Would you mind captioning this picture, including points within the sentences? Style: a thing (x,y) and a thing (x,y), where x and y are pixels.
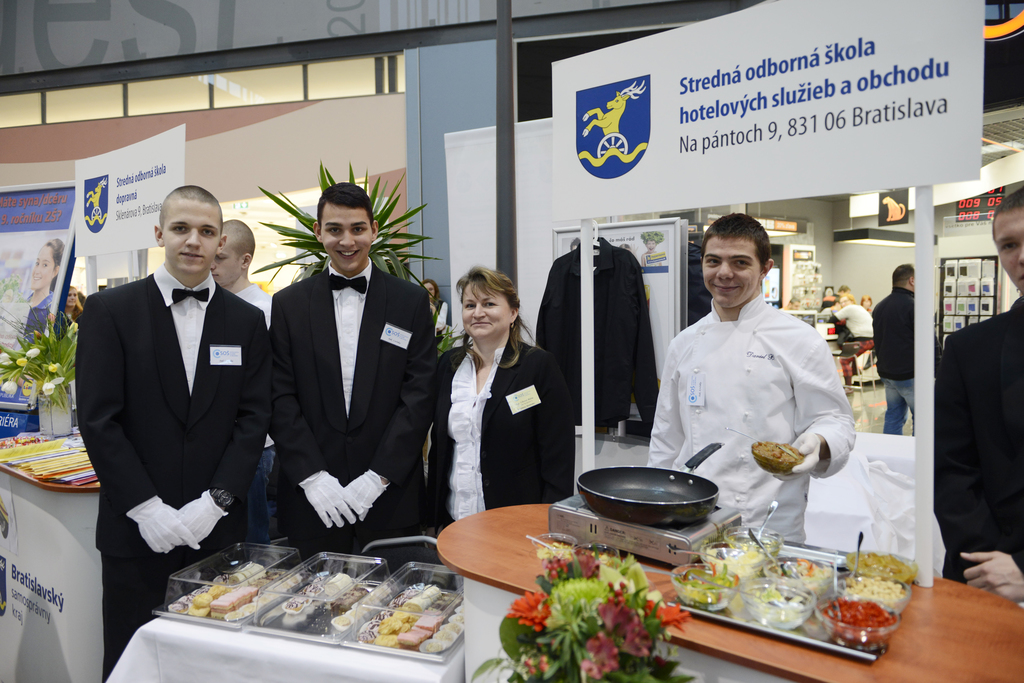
At the bottom of the image (576,604) there is a flower bouquet (576,604). Behind the bouquet (576,604) there is a table (848,675) with a tray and a stove (666,547). On the table (672,585) there are bowls (752,579) with spoons (766,545) and also there is a stove (592,517) with a pan (662,478). Beside the table (501,621) there is another table (342,679) with items (319,597) on it. Behind the tables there are few people (540,381) standing. Behind them there are banners (161,180), posters (42,295), glass walls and few people (894,367) are standing. And there are many other things (869,272) in the background (962,257).
